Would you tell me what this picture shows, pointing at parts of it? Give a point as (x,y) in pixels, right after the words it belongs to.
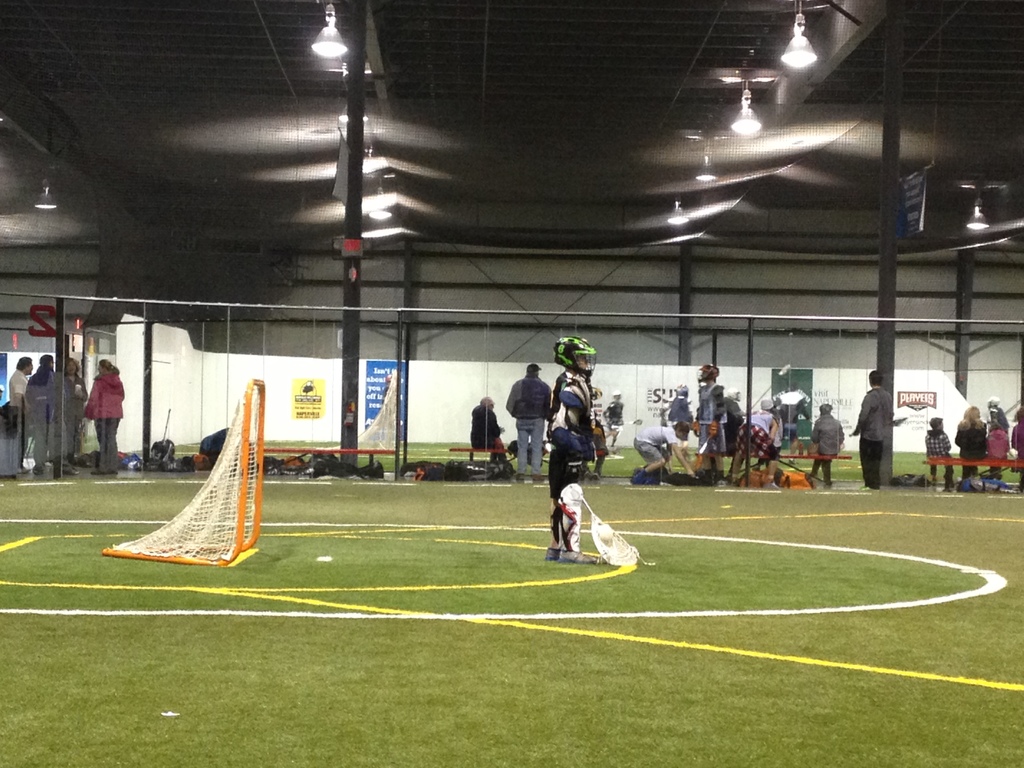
In this image I can see an open grass ground (441,530) and on it I can see number of lines (493,539), a goal post (213,555) and one person (593,419) is standing. I can see this person (556,413) is wearing a helmet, a knee guard (574,486), gloves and I can also see this person (572,482) is holding a stick (610,525). In the background (56,400) I can see number of people (35,373) where few are standing and rest all are sitting on benches (379,451). I can also see few bags (452,462), few boards (370,393) and on these boards (304,392) I can see something is written. On the top side of the image (968,253) I can see number of lights (326,26), few poles (884,152) and few more boards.
